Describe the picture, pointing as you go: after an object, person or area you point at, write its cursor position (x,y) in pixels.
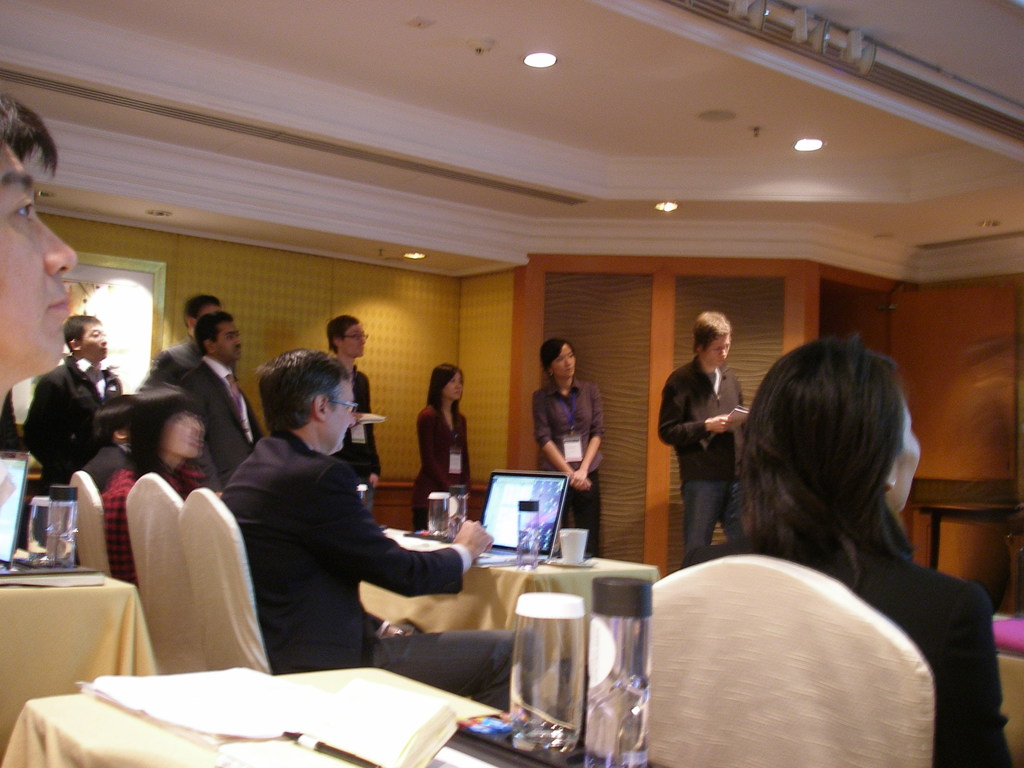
In this image i can see few persons (255,449) some are standing and some are sitting the person (366,545) sitting is working in a laptop (499,516) at the back ground (522,341) i can see a wooden wall (522,341) at the top (531,52) i can see a light (543,60).
